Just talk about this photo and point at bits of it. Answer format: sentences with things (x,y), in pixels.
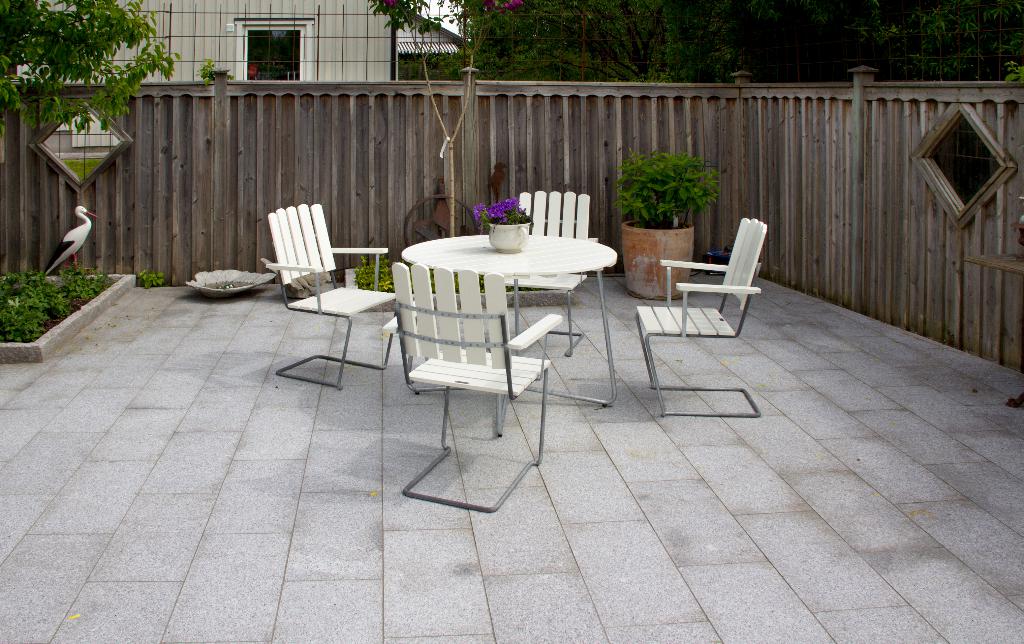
In this image I can see the floor (643,537), few chairs (541,371) and a table (514,308) which are white in color on the floor (584,318), a flower pot (513,242) with violet colored flowers (513,210) in it, few trees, a bird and the wooden railing (779,170), I can see few trees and a white colored building (322,36) in the background (321,43).
